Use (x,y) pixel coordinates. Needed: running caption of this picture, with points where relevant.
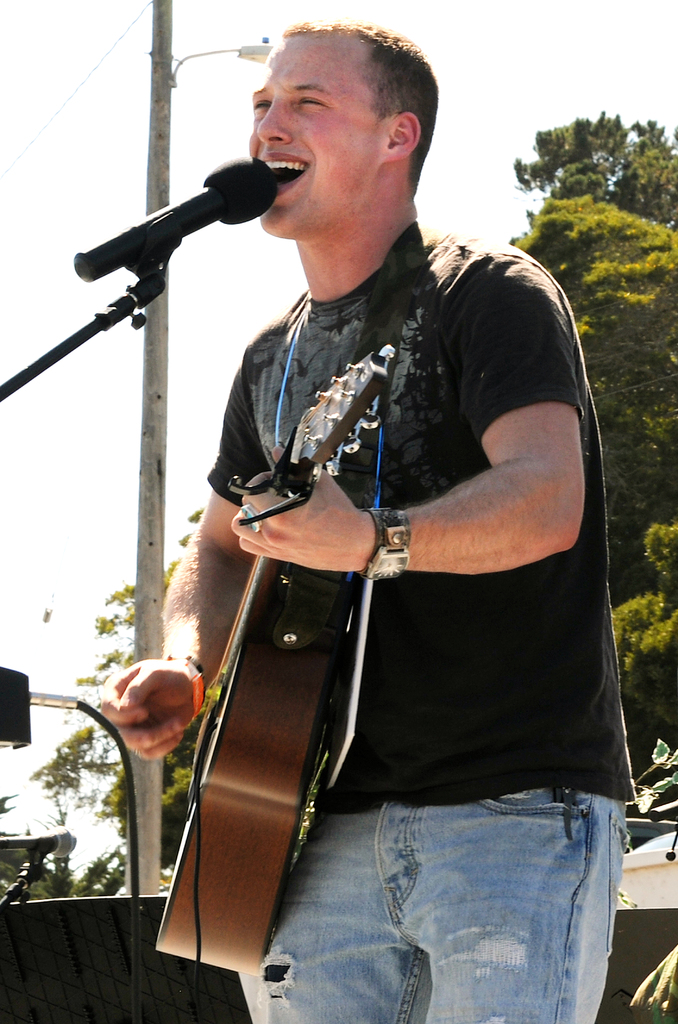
In this image there is a man (418,619) standing in center (414,571) holding a musical instrument (251,743) and singing in front of the mic (197,216). In the background (647,354) there are trees (586,266) electrical pole (164,371) and sky (503,70).
